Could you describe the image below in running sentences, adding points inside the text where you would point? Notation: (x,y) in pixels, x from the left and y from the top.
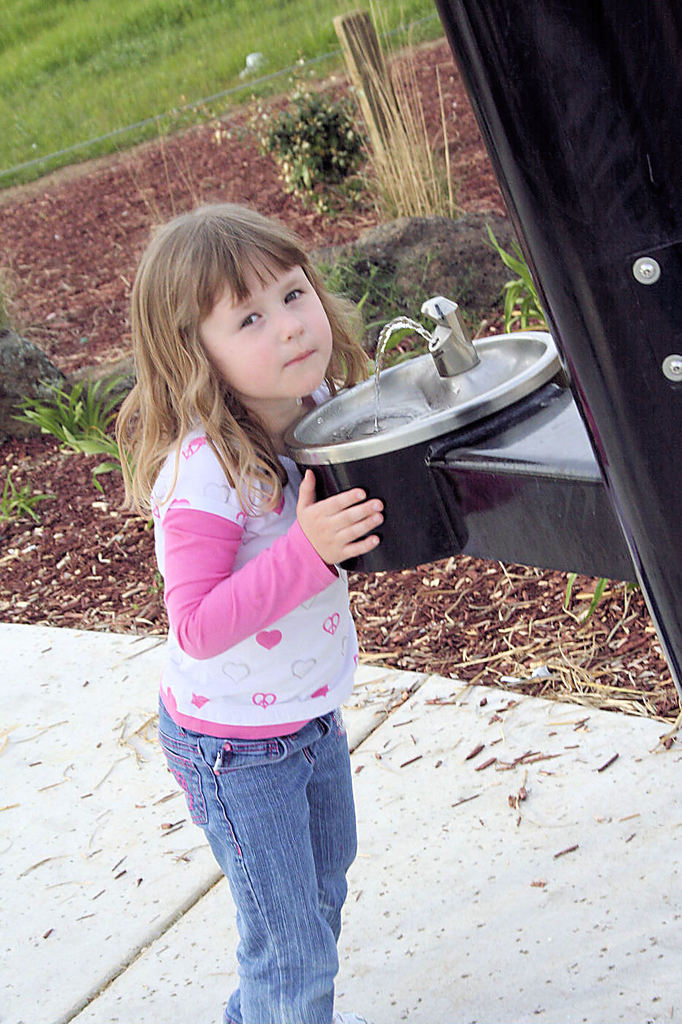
In this image there is a child (268,685) standing in front of the sink (517,370), behind her there are a few plants (356,273) and grass (118,103) on the surface (67,350).
